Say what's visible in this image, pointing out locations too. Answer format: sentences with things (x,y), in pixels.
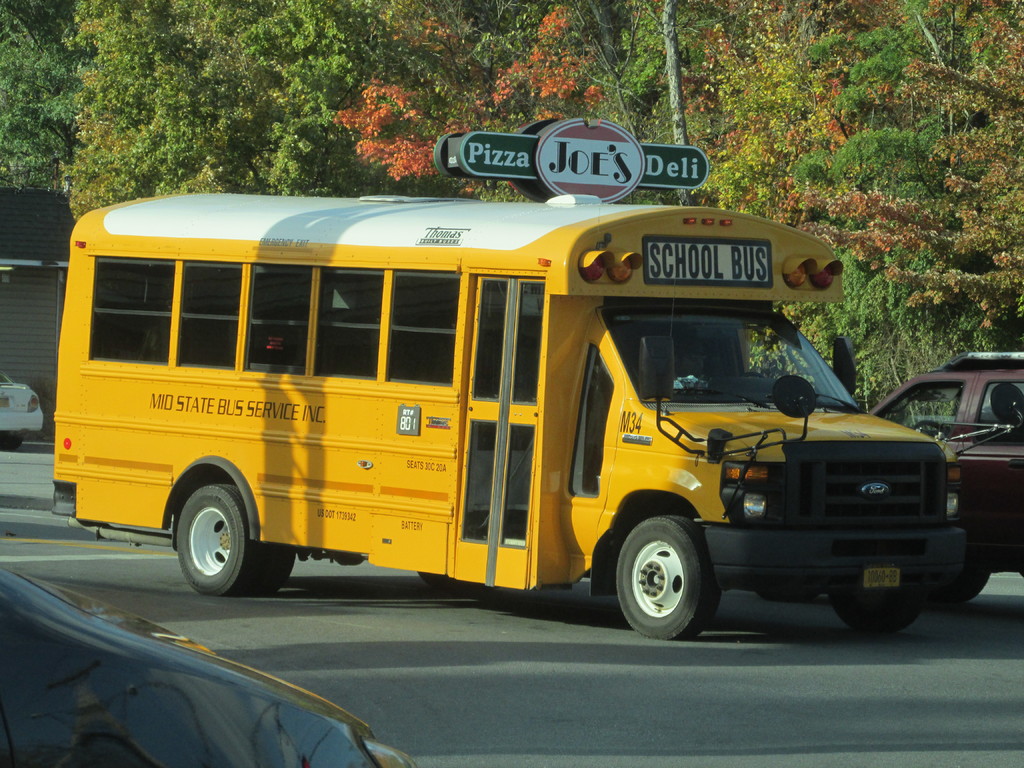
In this picture we can see vehicles (351,422) on the road (381,686) and some objects (561,182) and in the background (379,83) we can see trees (834,71).
